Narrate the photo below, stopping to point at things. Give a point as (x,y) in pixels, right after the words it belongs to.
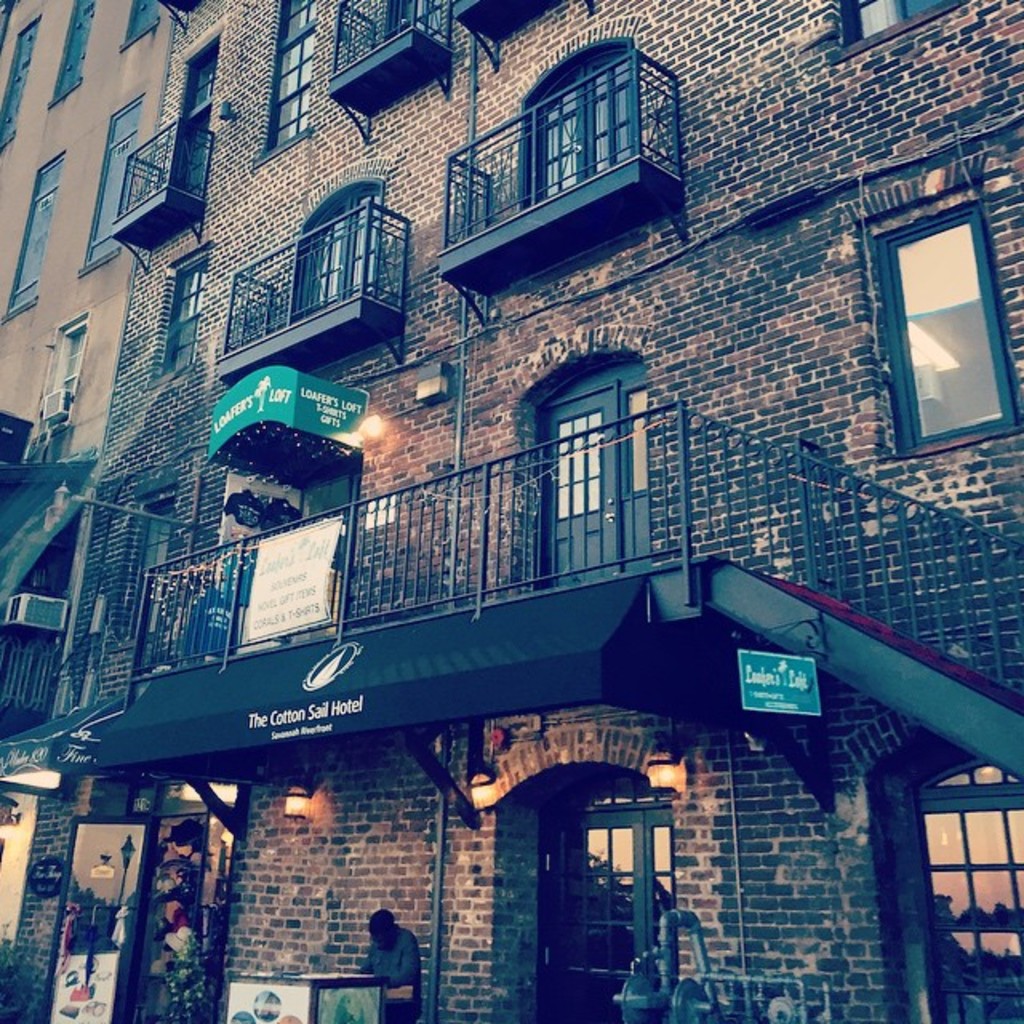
This is the picture of a building (559,492) to which there are some windows (110,868), doors (584,548), grills (584,548) and also we can see some people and lights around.
